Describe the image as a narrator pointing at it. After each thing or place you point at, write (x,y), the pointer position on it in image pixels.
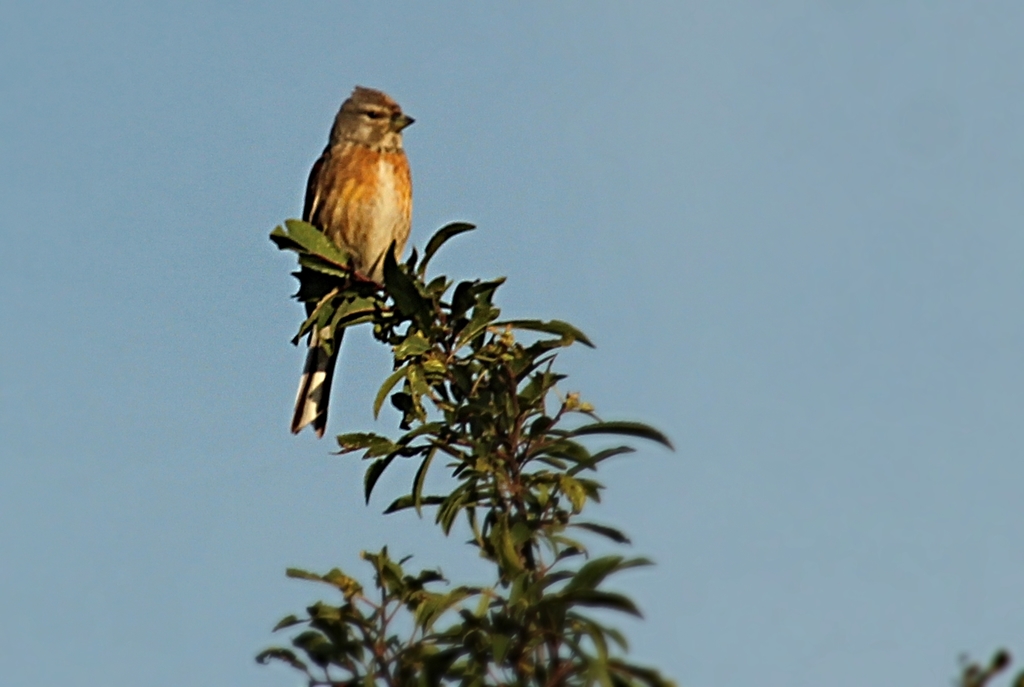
In this picture we can see a bird (381,267) and tree (414,262) and we can see sky (540,269) in the background (645,284).
